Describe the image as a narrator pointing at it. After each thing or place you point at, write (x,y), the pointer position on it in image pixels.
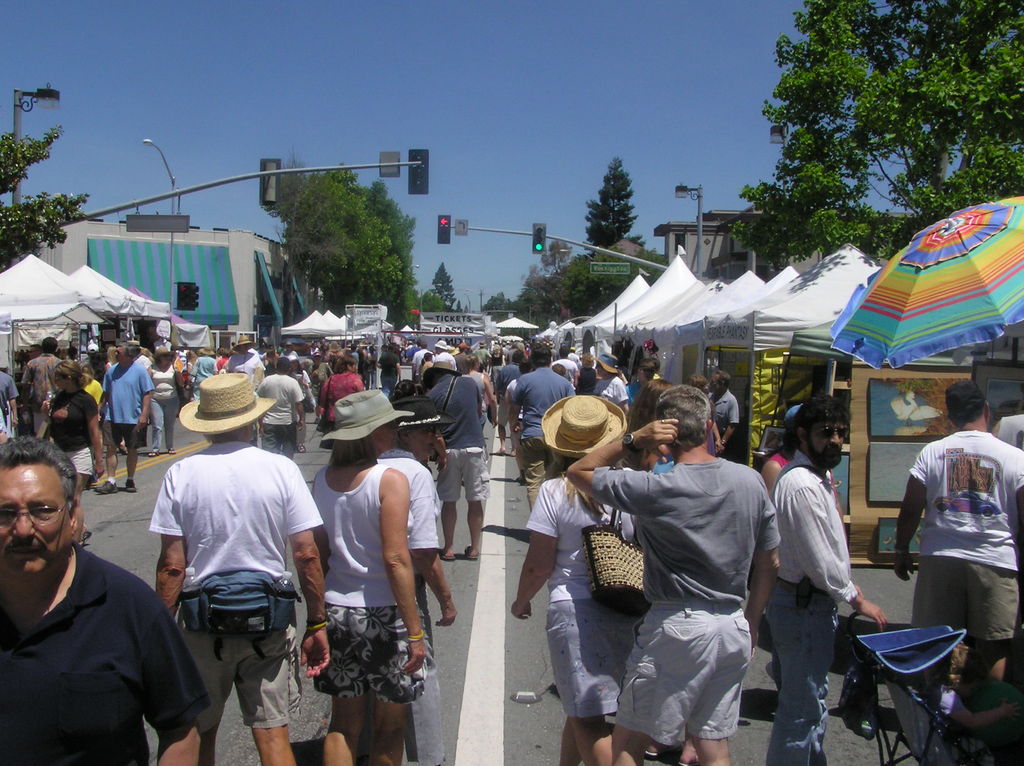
In this image I can see road (540,608) and on it I can see number of people (1,688) are standing. I can see most of them are wearing hats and few of them are carrying bags (605,581). In the background (10,248) I can see white tents (580,339), an umbrella (883,321), trees (810,186), poles (16,186), signal lights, street lights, buildings (683,238) and sky (391,108).
